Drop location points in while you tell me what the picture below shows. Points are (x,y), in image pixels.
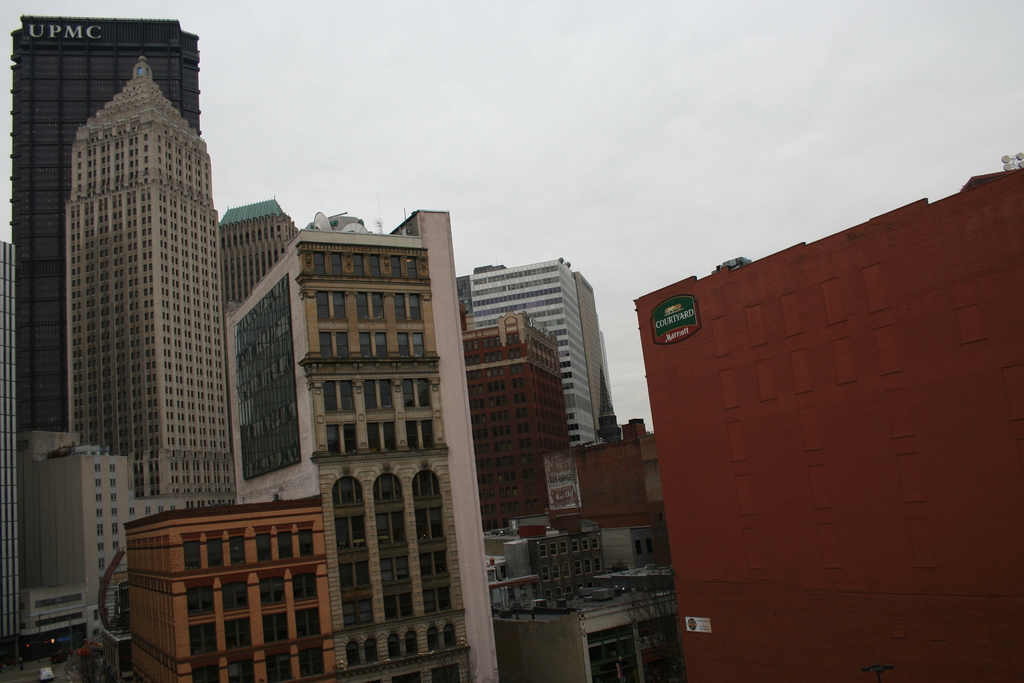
In this image we can see buildings (527,517). In the background (670,127) there is sky (629,109).
